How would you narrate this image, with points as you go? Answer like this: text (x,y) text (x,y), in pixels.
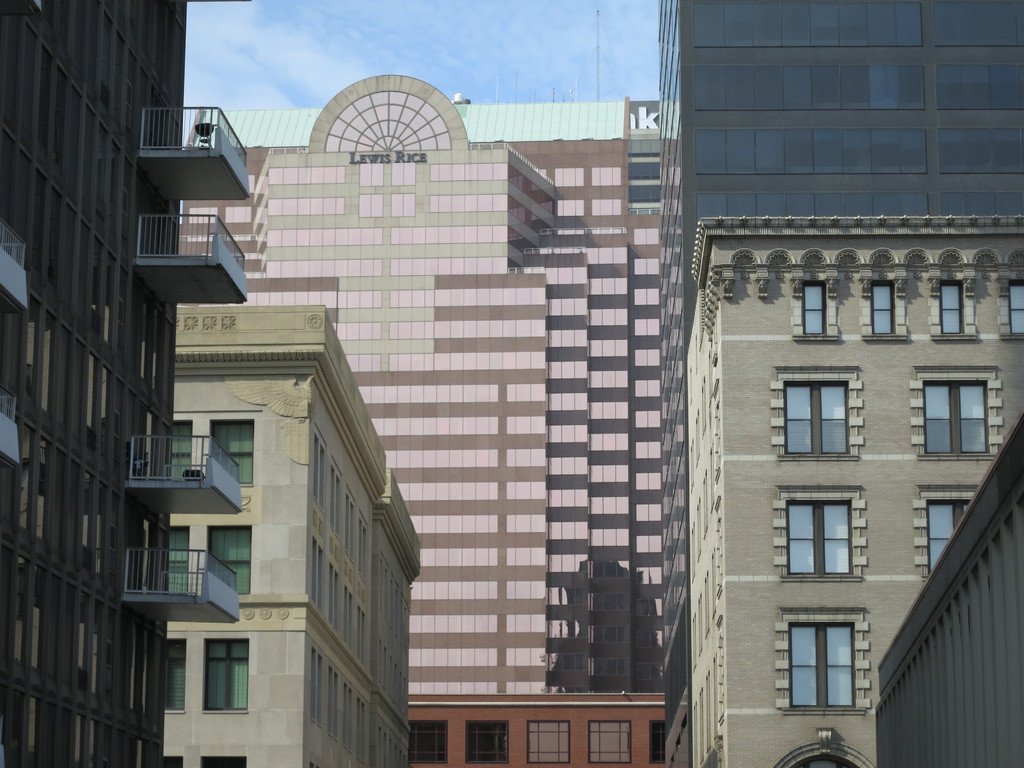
As we can see in the image there are buildings (599,583), windows (839,428), fence (221,127) and sky (344,36).
